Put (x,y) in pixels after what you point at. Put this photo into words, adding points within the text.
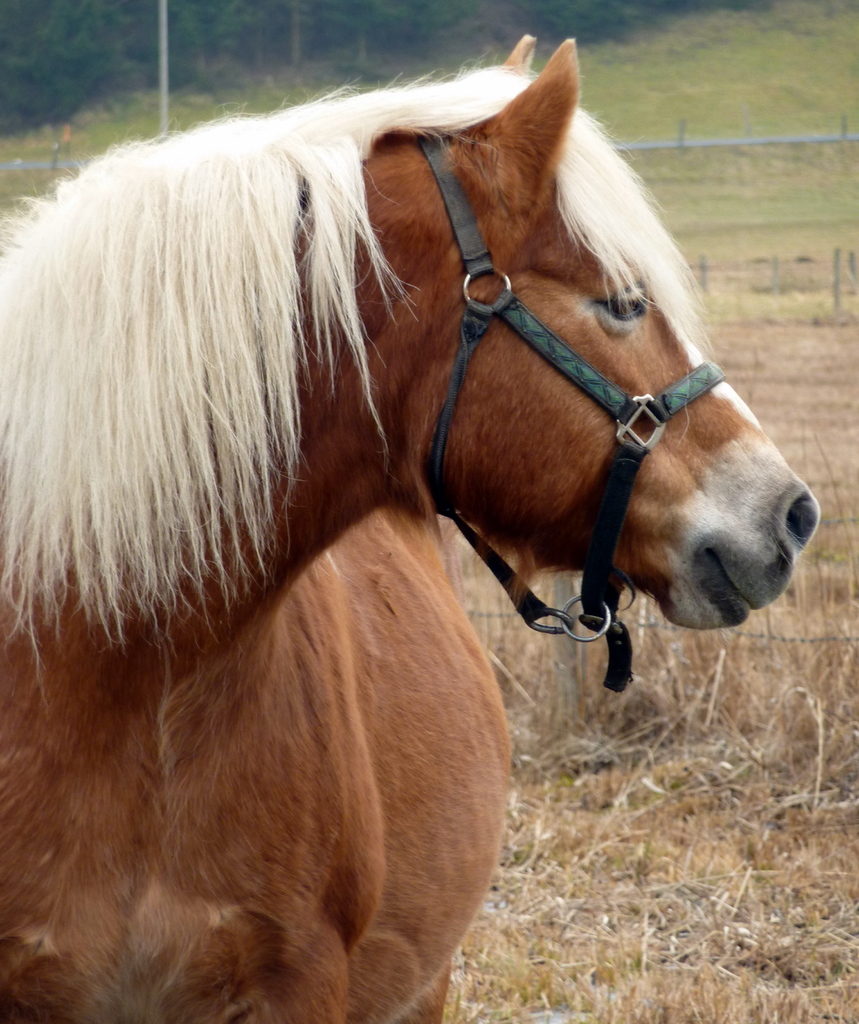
In this image we can see a horse (417,681) standing on the grass (642,704). In the background (643,683) we can see mesh (784,641), poles (162,50), ground (9,156) and trees (113,81).
